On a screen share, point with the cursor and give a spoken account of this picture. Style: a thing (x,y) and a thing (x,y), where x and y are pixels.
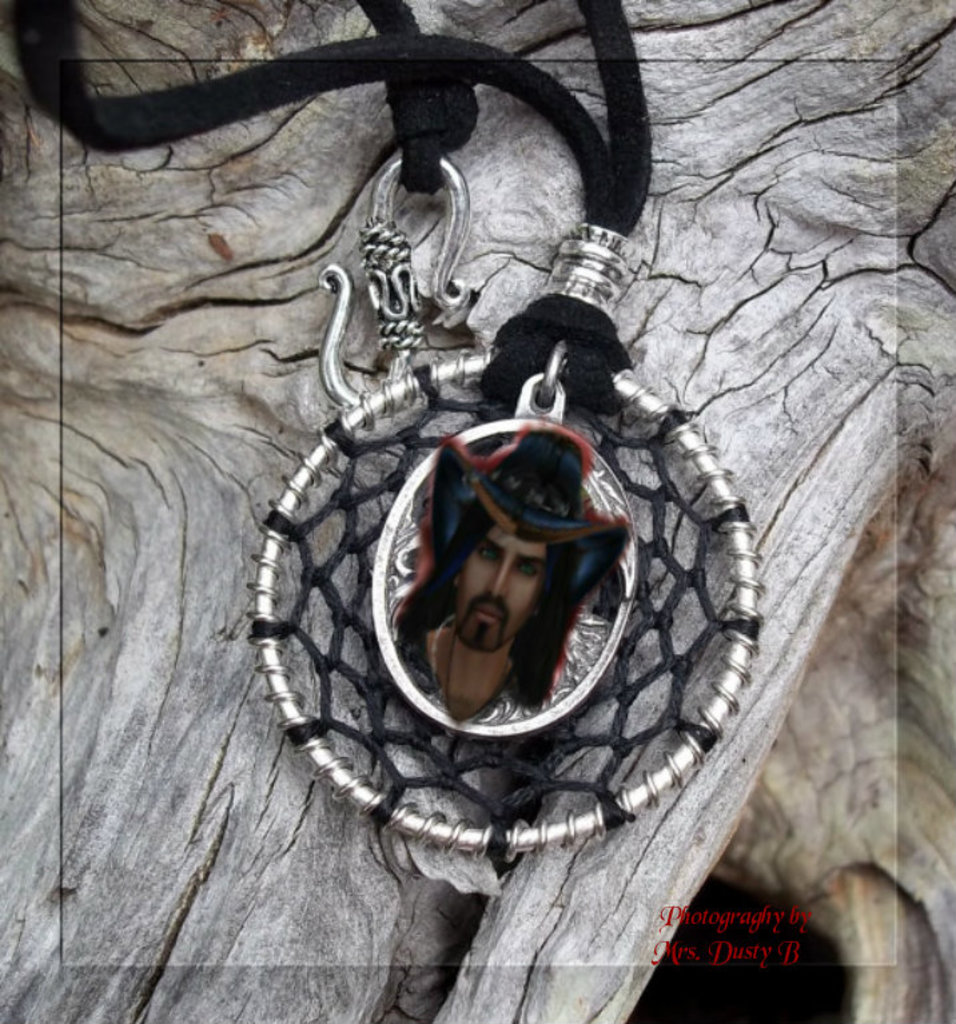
In this image we can see a locket (471,458) placed on a wooden surface (127,731). On the locket (468,504) we can see an image (468,554) of a person (425,620).
